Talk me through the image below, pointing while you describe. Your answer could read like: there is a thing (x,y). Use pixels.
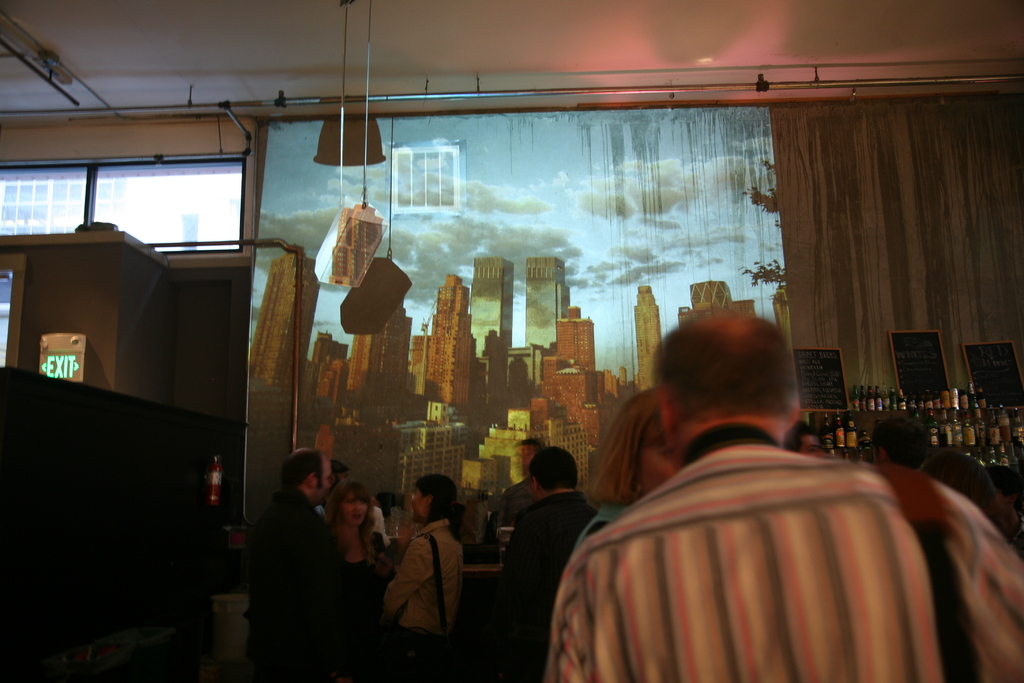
In this picture we can see a group of people (587,618), here we can see bottles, name boards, fire extinguisher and some objects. In the background (702,242) we can see a screen (701,229), wall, exit board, glass windows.
